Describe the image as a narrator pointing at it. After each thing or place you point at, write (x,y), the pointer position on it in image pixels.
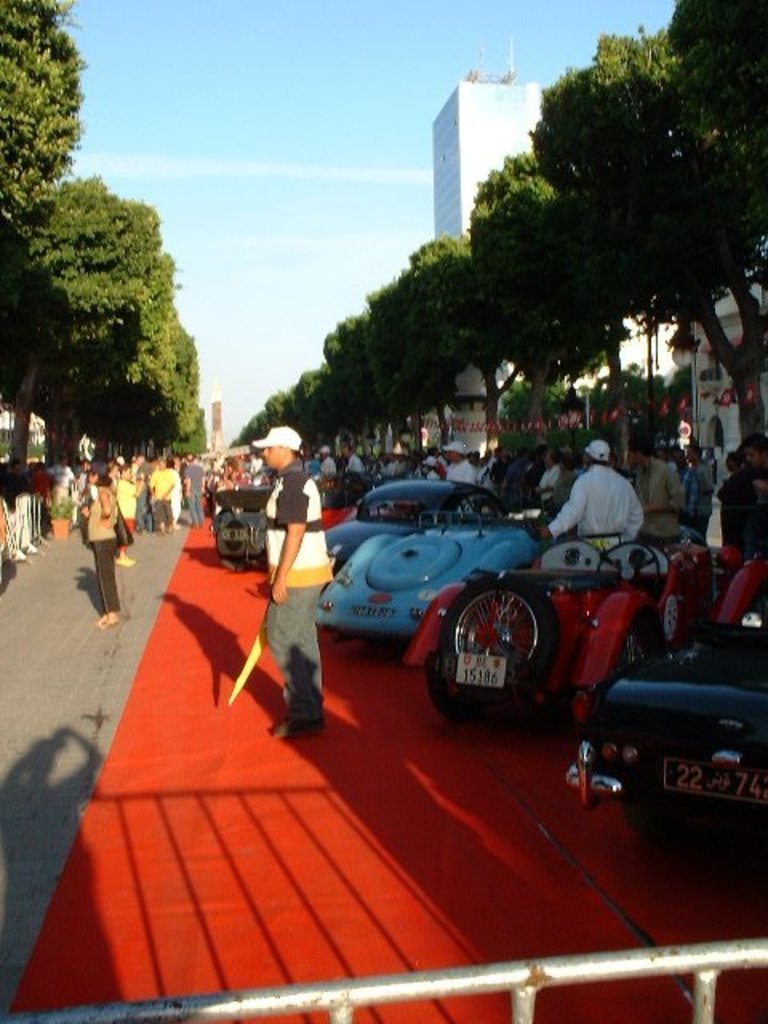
In this picture there are cars (575,777) on the right side of the image (551,587) and there are people (762,524), trees (487,250), and buildings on the right (602,379) and left side of the image (248,483), there is a boundary (628,961) at the bottom side of the image (655,959).
